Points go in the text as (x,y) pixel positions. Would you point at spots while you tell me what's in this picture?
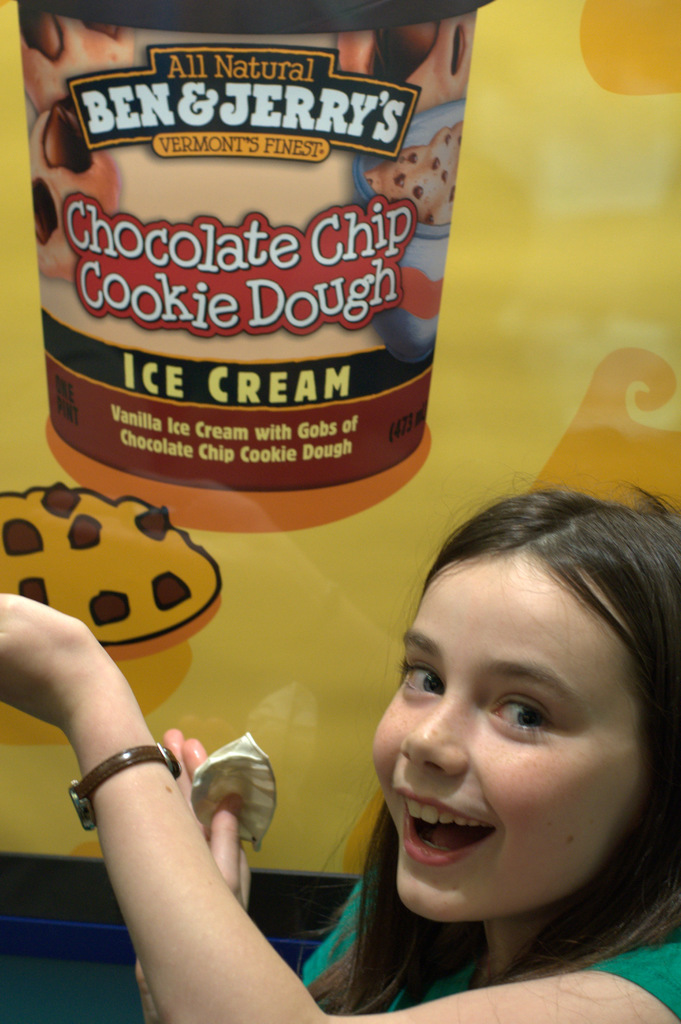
There is a girl (650,964) wore watch (145,763) and we can see a poster (324,283) of a box (277,353).
